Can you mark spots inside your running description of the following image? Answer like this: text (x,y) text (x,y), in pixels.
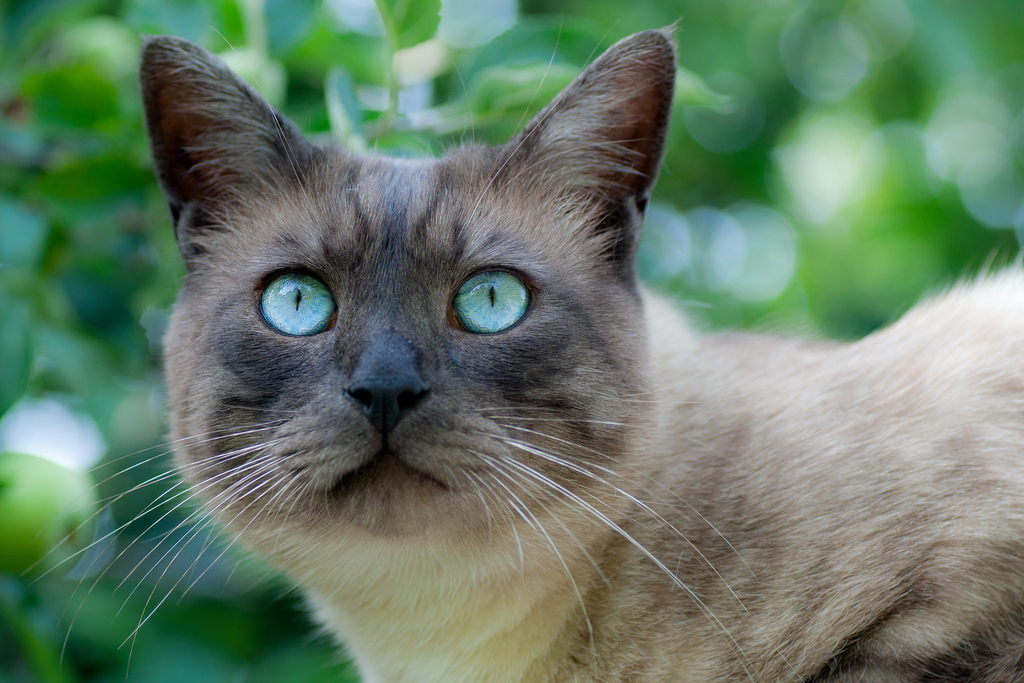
In this image we can see a cat (543,317). On the backside (715,183) we can see some plants (13,523).
